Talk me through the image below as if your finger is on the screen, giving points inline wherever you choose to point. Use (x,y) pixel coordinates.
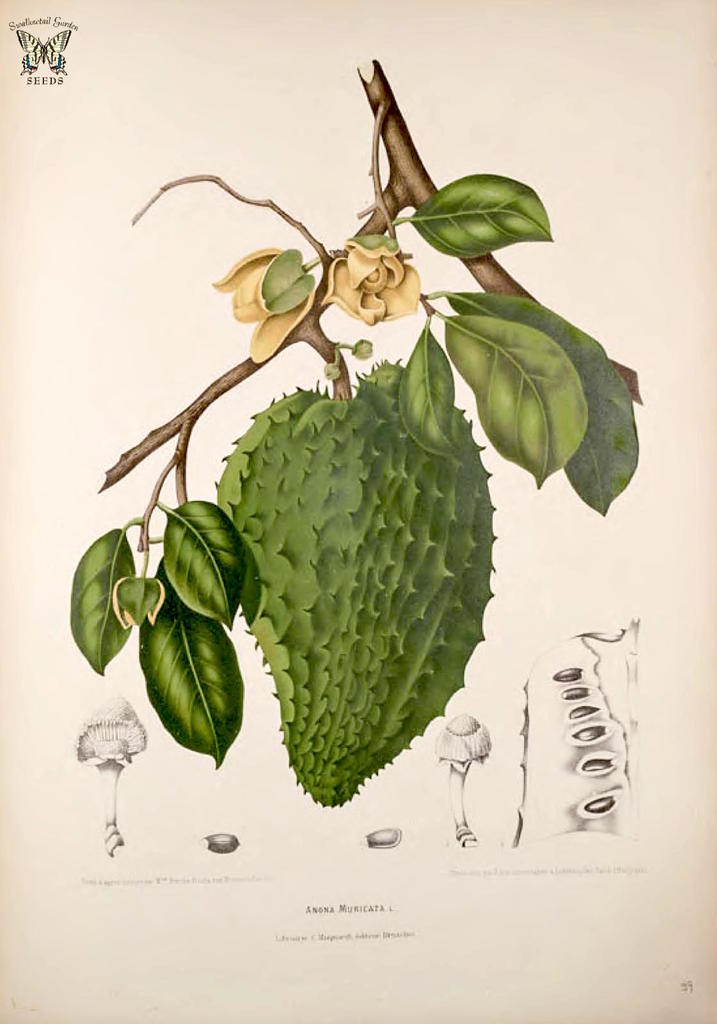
This one is printed. This image consists of a fruit (412,515). There are leaves (171,719) in this image.
